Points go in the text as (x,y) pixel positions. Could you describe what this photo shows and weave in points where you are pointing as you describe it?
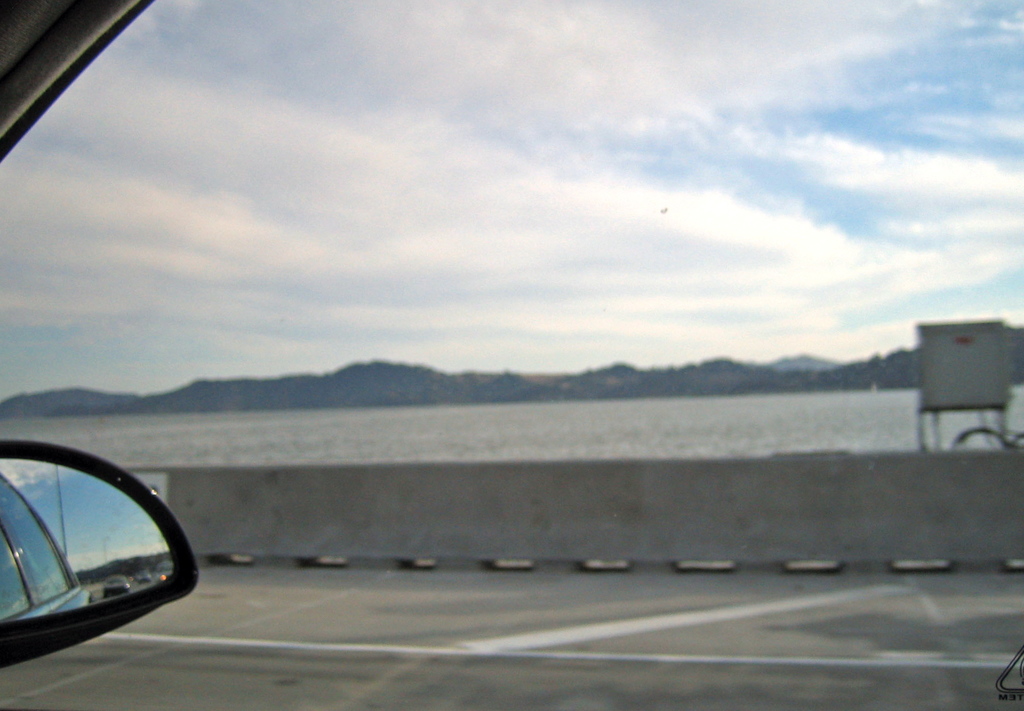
This image is taken from inside the car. In this image we can see that there is a side mirror (80,548) of the car (101,528). In the background (610,405) there is water (574,419), Behind the water (630,416) there are hills (493,398). At the bottom (487,505) there is a wall (577,520). Beside the wall (472,534) there is a road (376,663).
